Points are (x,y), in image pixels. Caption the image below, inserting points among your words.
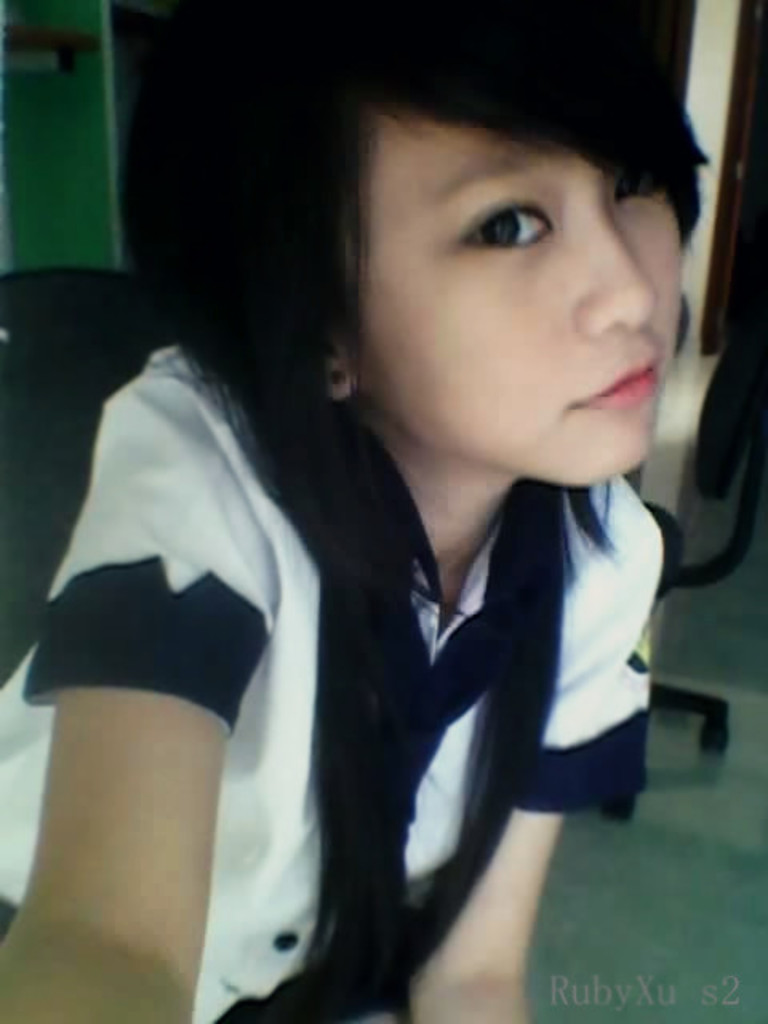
In the picture we can see a woman (478,766) with loose hair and white shirt (278,678) with a part of blue color to it and behind her we can see a part of the chair (662,585) on the floor surface (722,599).
